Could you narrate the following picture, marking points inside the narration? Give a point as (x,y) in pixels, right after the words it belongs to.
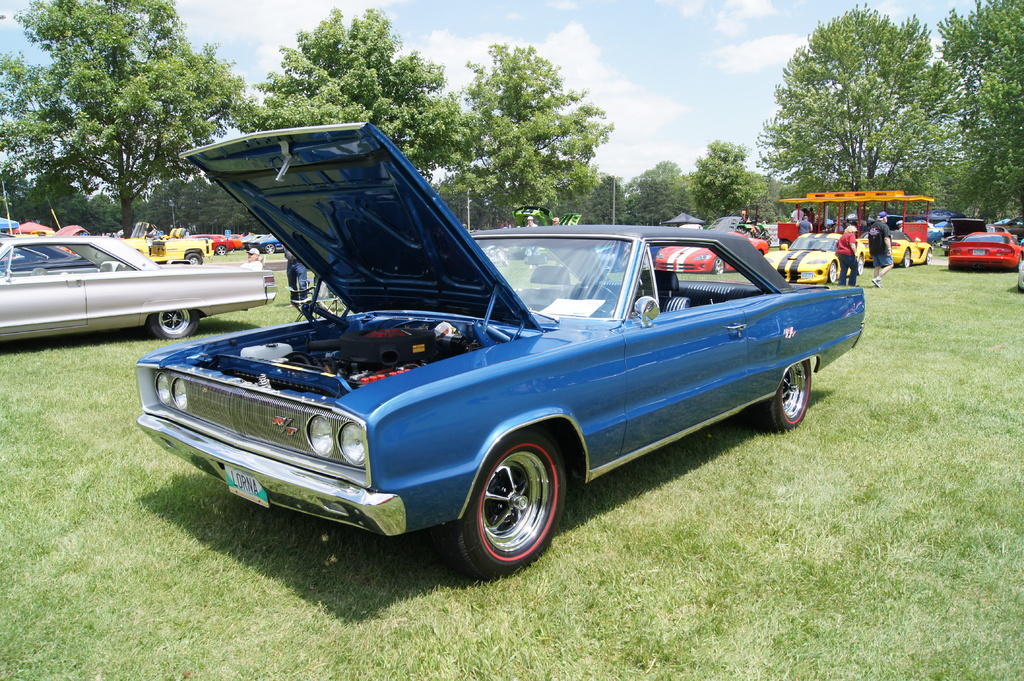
In the center of the image (570,343) we can see different color vehicles (403,320). In the background (463,7), we can see the sky (466,41), clouds (717,64), trees (99,64), few people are standing, tents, grass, vehicles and a few other objects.
